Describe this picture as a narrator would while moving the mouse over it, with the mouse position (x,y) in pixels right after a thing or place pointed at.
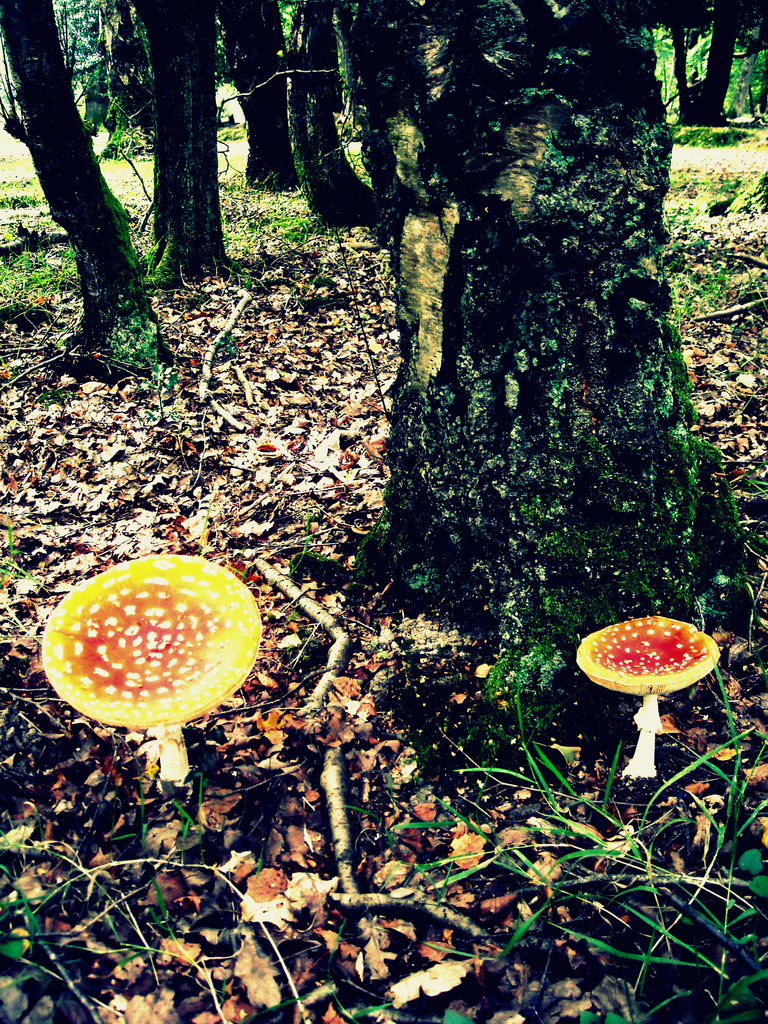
In the foreground of this image (644,720), there are mushrooms (151,727), grass (653,888), few sticks (662,877) and dried leaves (212,835) on the ground (204,856). In the background (293,141), there are trees (293,141).
